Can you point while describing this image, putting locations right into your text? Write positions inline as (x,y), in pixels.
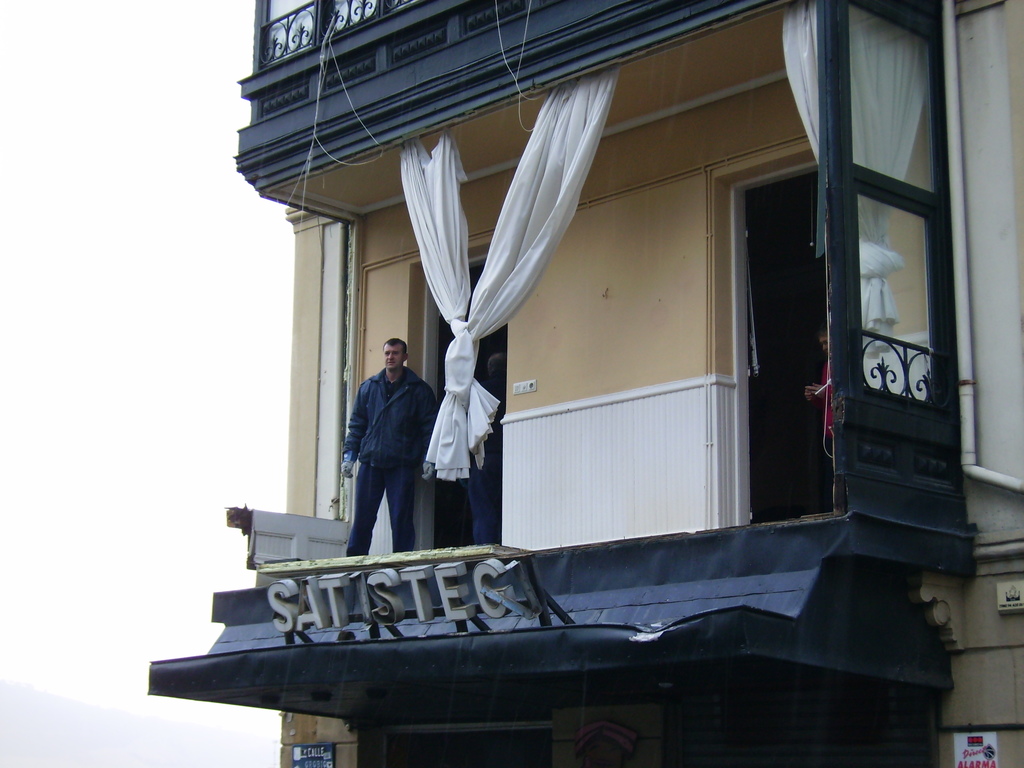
In this image there is a building (766,390) and we can see people (369,441) standing on the building (584,461). There are curtains (811,134) and doors (806,311). At the bottom (477,598) there is a board (485,608). In the background (118,707) there is a hill (11,734) and sky (149,424).
